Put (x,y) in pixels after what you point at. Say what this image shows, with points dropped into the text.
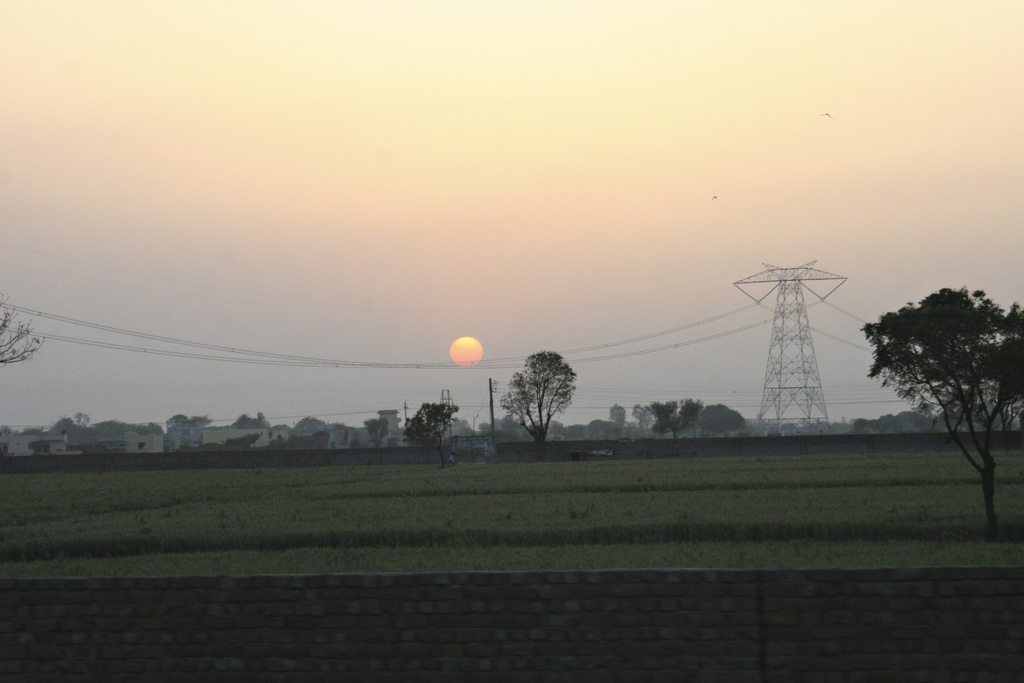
In this picture we can see a wall (774,613), beside this wall (798,581) we can see grass (819,516) on the ground (663,485), here we can see buildings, trees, electric poles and some objects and in the background (812,200) we can see sky (812,200), sun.
